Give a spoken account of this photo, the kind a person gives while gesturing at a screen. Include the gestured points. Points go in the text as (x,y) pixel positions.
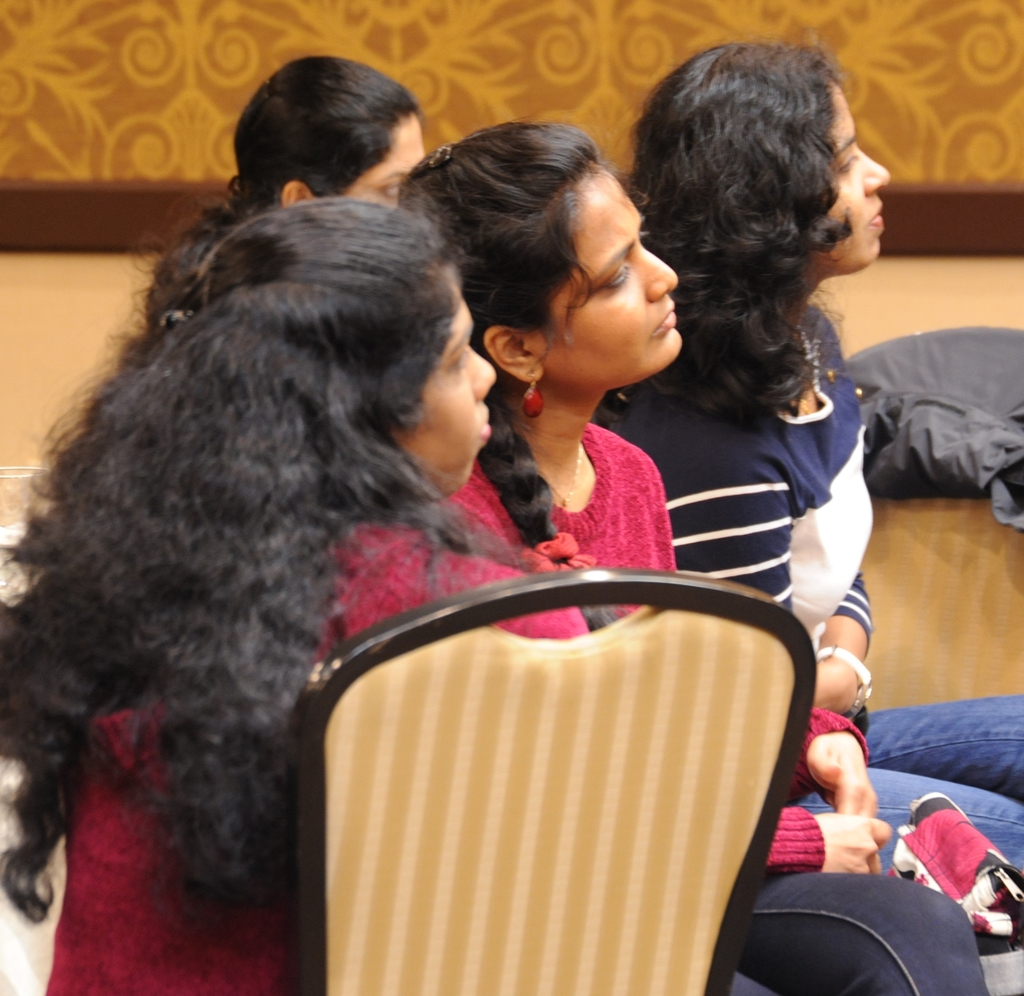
In the picture we can see some group of women (482,582) sitting on chairs (404,773) and in the background (602,87) there is a wall (520,93).
